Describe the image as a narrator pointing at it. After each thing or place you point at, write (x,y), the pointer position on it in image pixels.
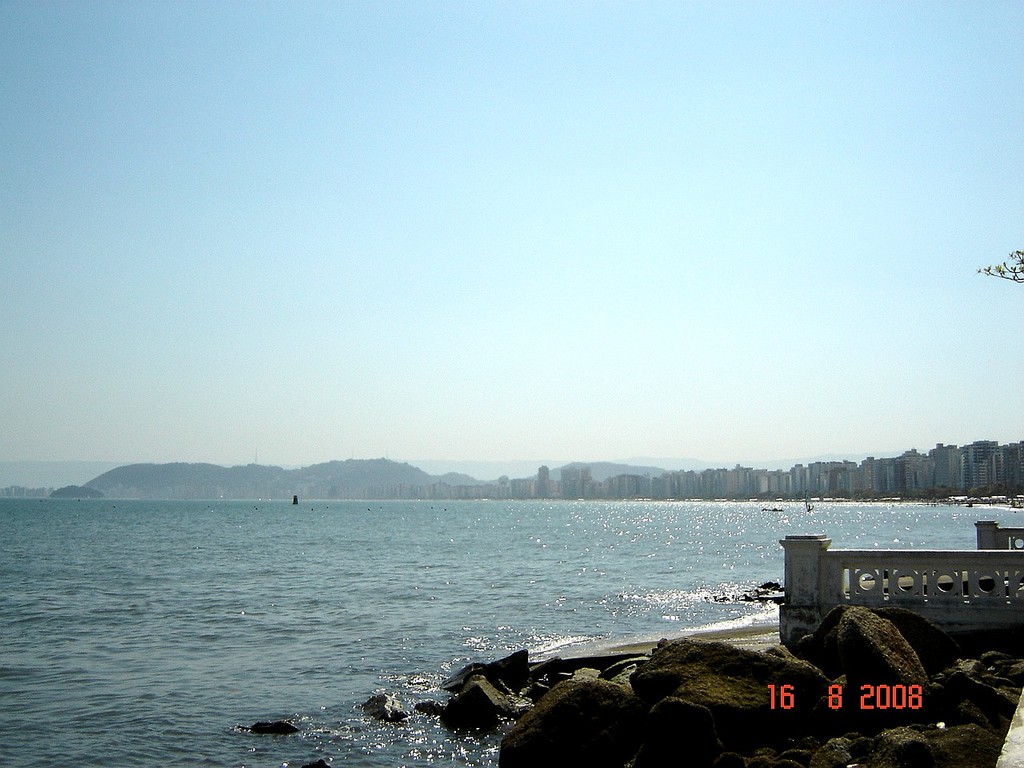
In this image we can see the mountains (417,464), one lake (116,678), some objects (1002,498) on the ground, some buildings (777,478), two small walls (990,562) with pillars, some rocks (973,761) in the water (44,597), some objects (967,499) on the ground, some leaves (1005,265) with stems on the right side of the image (1022,265), some numbers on the bottom right side of the image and at the top (503,146) there is the sky (857,137).
